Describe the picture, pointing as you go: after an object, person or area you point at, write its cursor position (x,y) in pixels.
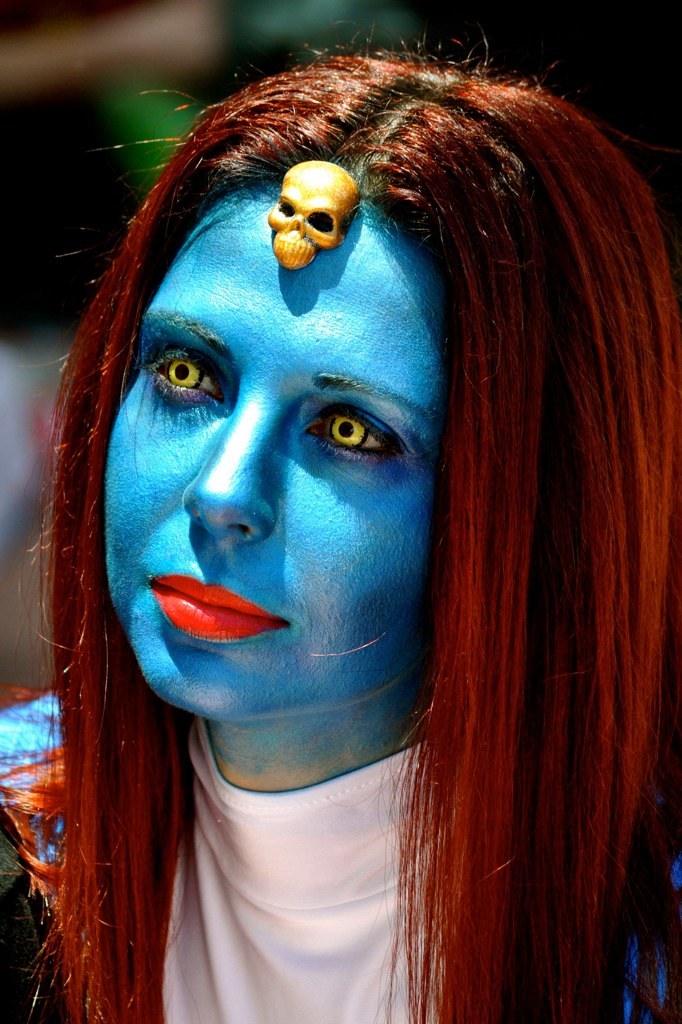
In the image there is a woman (367,678), she is wearing a blue paint (273,458) on her face (315,677) and there is a skull doll (312,216) kept on her forehead (272,250) and the background of the woman (257,140) is blur.
